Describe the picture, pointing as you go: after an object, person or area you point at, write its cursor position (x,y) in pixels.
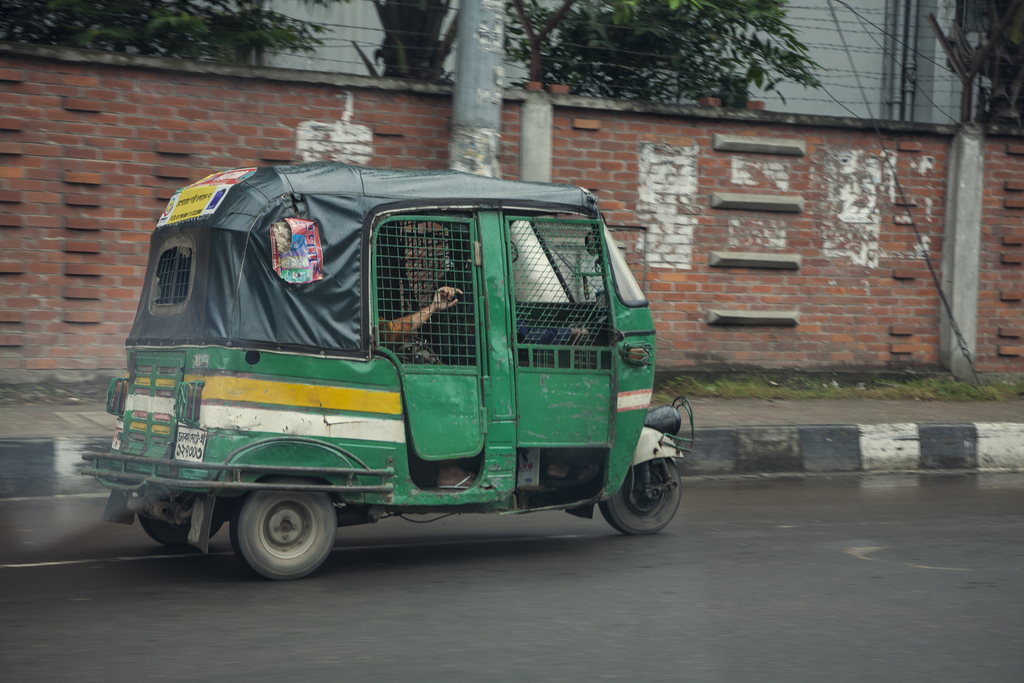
In this image there is an auto rickshaw (599,445) is moving on the road (904,525), inside it there are two persons (424,317). In the background (237,155) there is boundary (311,116), pole (470,114), trees (115,33). This is a sidewalk (811,409). These are grass (803,385).
